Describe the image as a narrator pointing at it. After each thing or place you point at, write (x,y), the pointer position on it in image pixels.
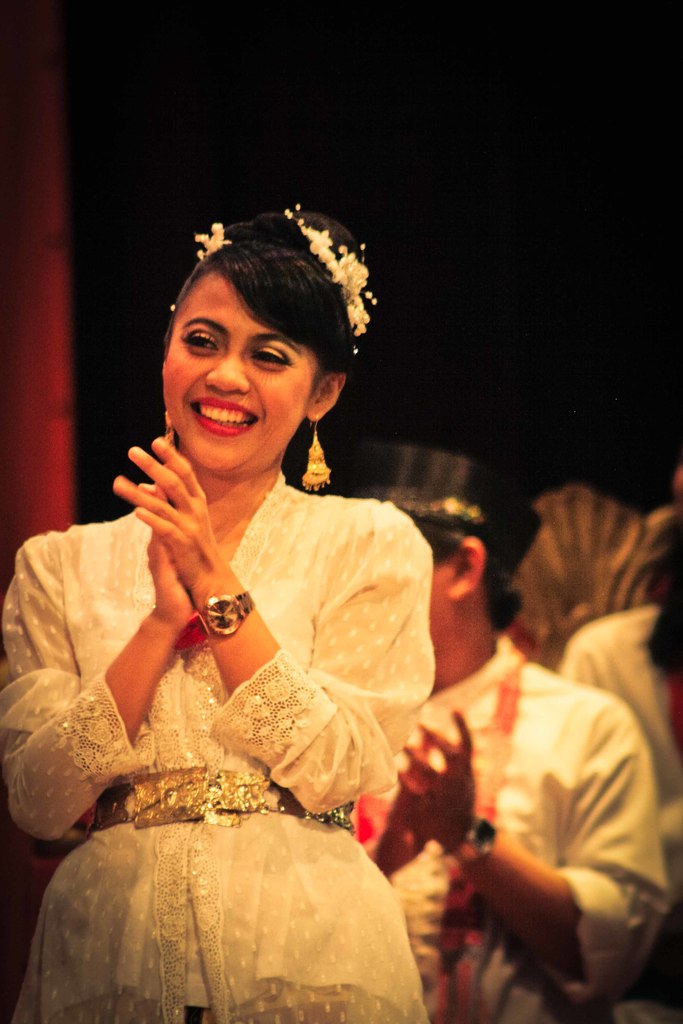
Background (581,346) portion of the picture is completely dark. In this picture we can see people (355,768). On the left side of the picture (141,931) we can see a woman (308,827) wearing a white dress (301,718) and a wrist watch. She is standing and smiling. Looks like she is clapping.
